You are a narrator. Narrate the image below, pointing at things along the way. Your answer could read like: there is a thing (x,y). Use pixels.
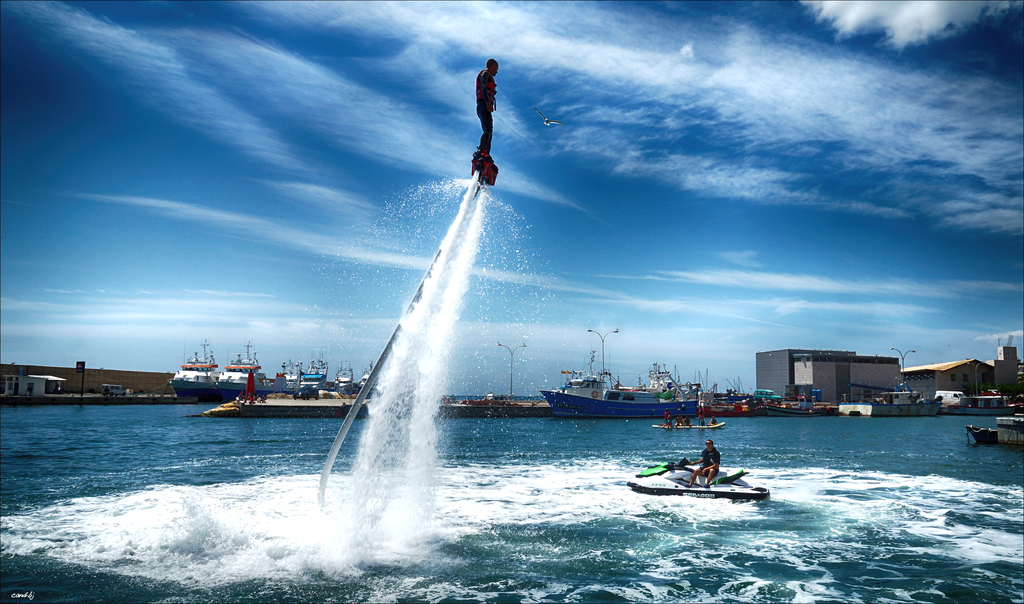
In front of the there is a person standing on the fly board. There is a person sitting on the boat (749,497). Behind her there are a few other people (676,414) standing on the boat (664,426). On the right side of the image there is a boat (1012,406) in the water (930,511). There is a bird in the sky (496,193). In the background of the image (3,381) there are boats (577,382), lamp posts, buildings (860,362), vehicles (762,395) and a few other objects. At the top of the image (847,160) there are clouds (958,147) in the sky (756,205). There is some text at the bottom of the image (23,598).
